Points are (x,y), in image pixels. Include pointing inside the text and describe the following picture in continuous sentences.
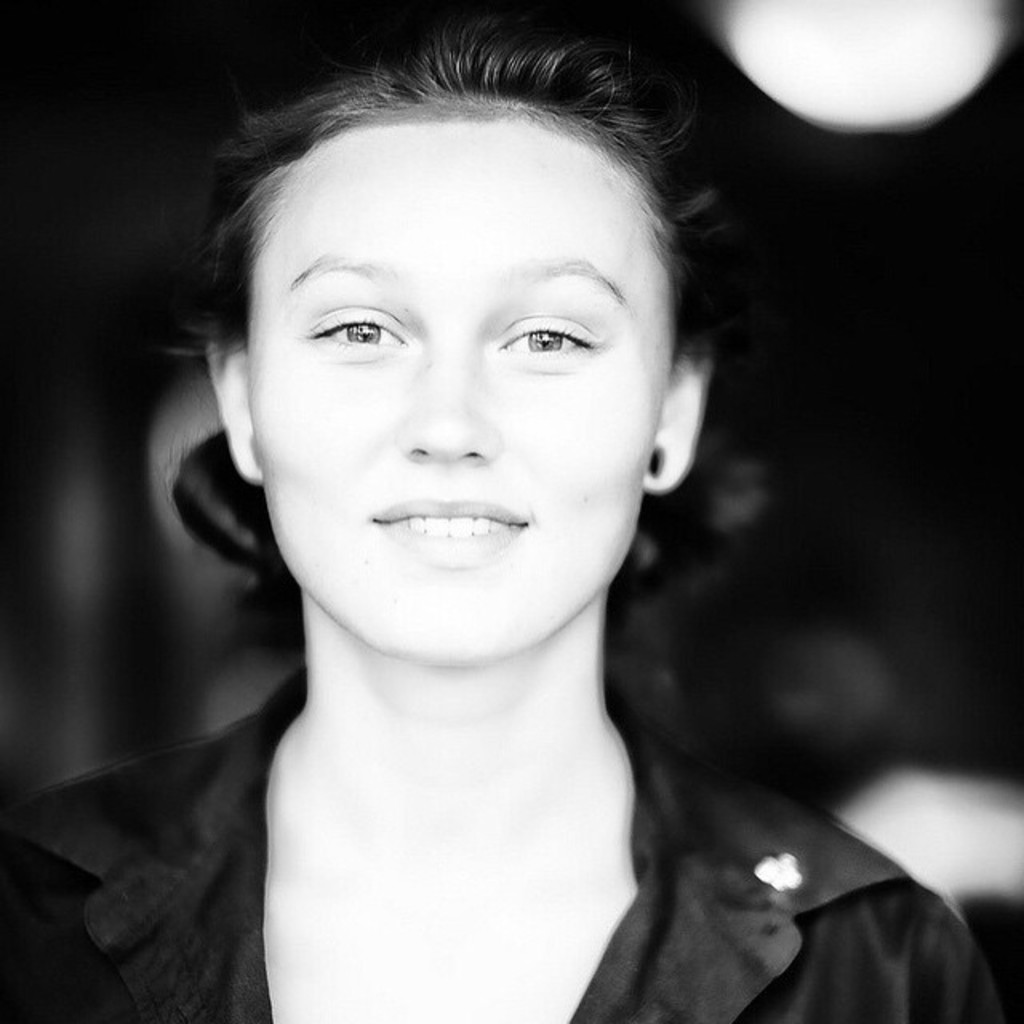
In this image I can see the person (452,612) and I can see the blurred background (928,757) and the image is in black and white.
